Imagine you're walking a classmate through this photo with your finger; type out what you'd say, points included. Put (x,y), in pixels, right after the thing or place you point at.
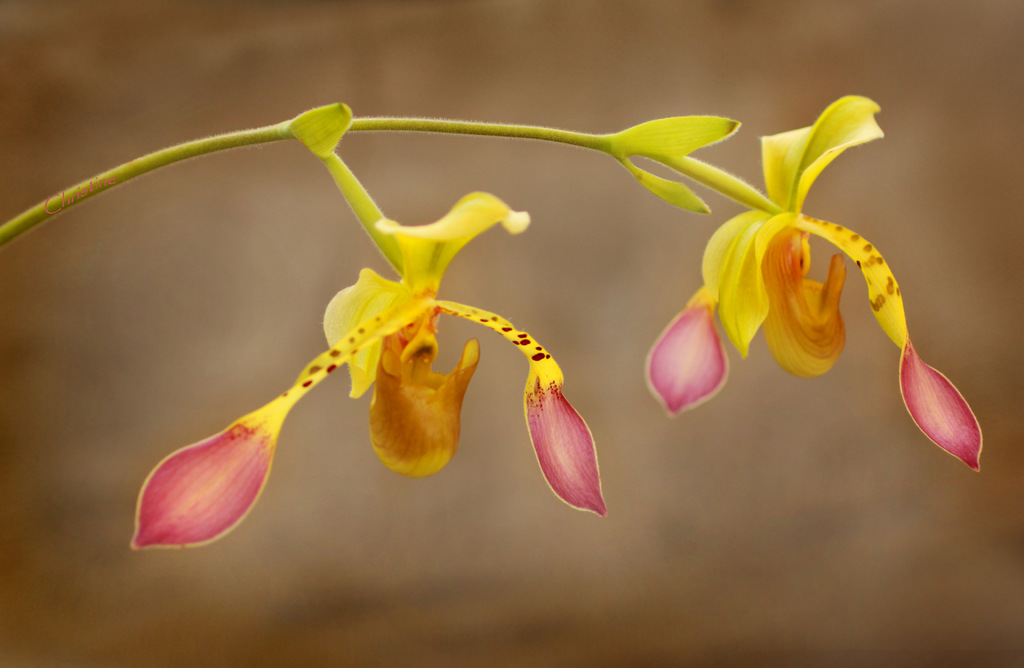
In this image I can see a flowering plant (439,250) and brown color. This image is taken may be in a garden (674,289).
